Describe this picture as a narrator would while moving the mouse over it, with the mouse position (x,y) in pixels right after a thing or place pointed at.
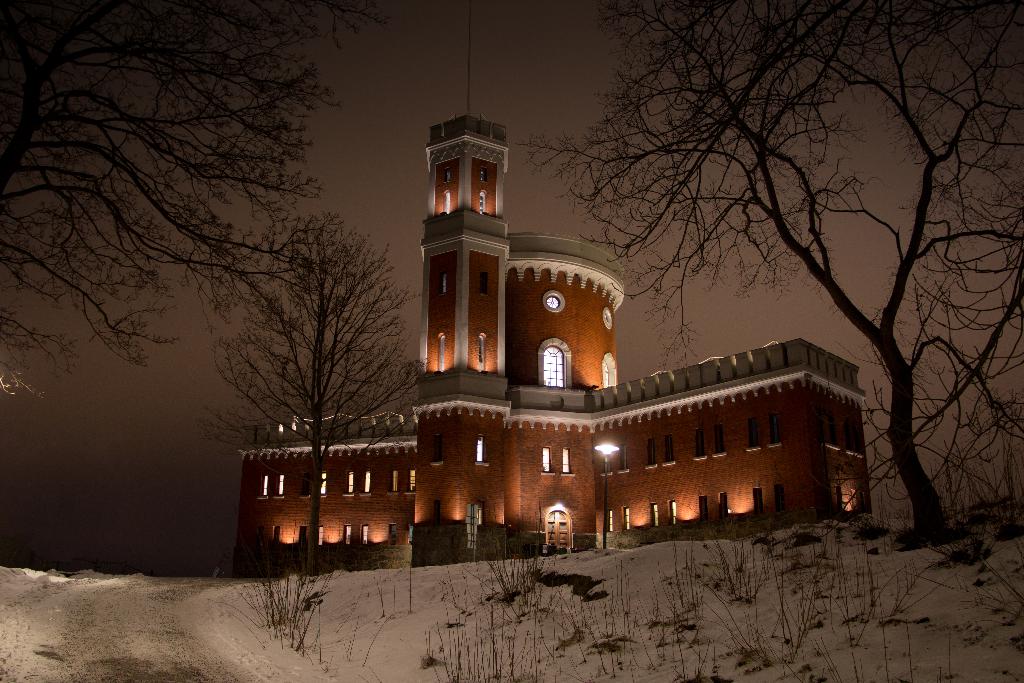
In the picture we can see a building (800,486) with, which is brown in color with white color borders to it with many windows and lights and near the building (343,497) we can see a snow slope (921,646) with dried trees (226,26) and in the background (572,215) we can see the sky (185,401).
